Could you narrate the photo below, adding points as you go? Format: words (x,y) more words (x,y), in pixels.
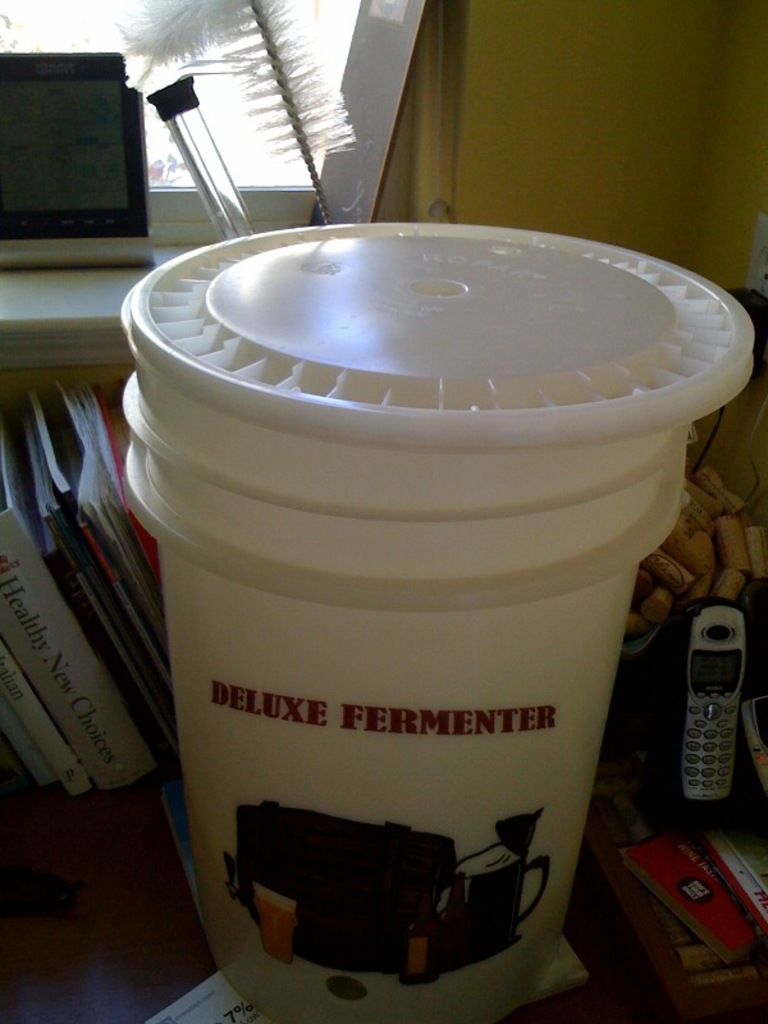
In this image we can see a white barrel (417,488) on an object (21,966). In the background of the image (131,720) there is books (21,528), wall (570,207), glass window (156,182), it looks like the screen (41,62) and other objects (613,779). On the right side of the image (684,511) there is a mobile (712,610), book (719,837) and other objects (731,982).
